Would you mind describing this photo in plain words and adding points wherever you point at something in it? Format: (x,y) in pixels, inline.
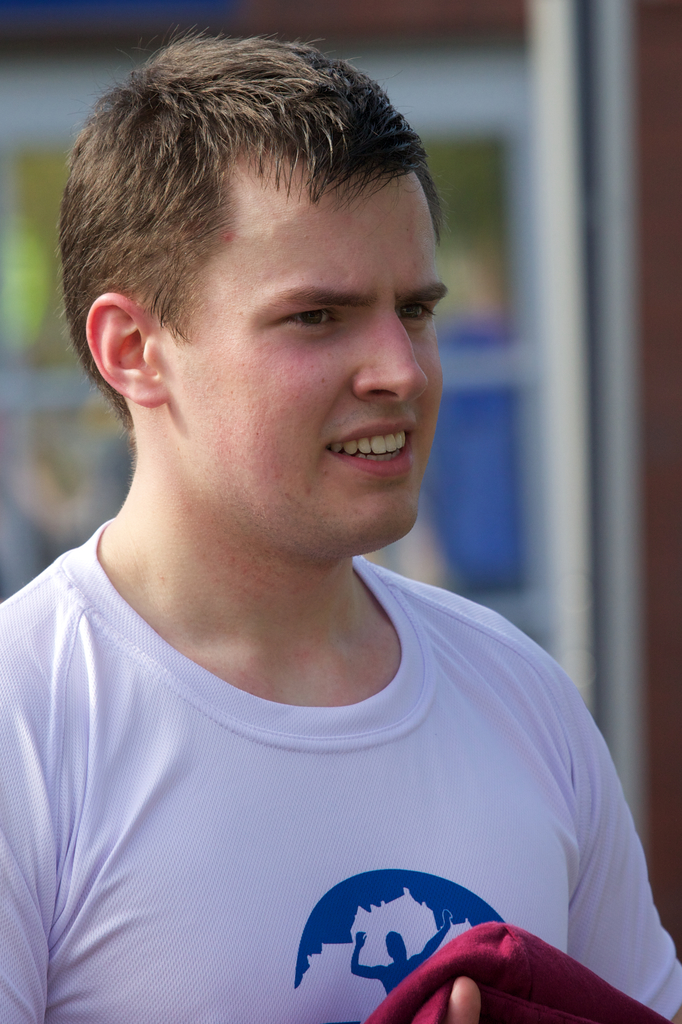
In this image there is a person (349,798) wearing a white top (407,837). He is holding a cloth (554,1006). Background (58,126) is blurry.
